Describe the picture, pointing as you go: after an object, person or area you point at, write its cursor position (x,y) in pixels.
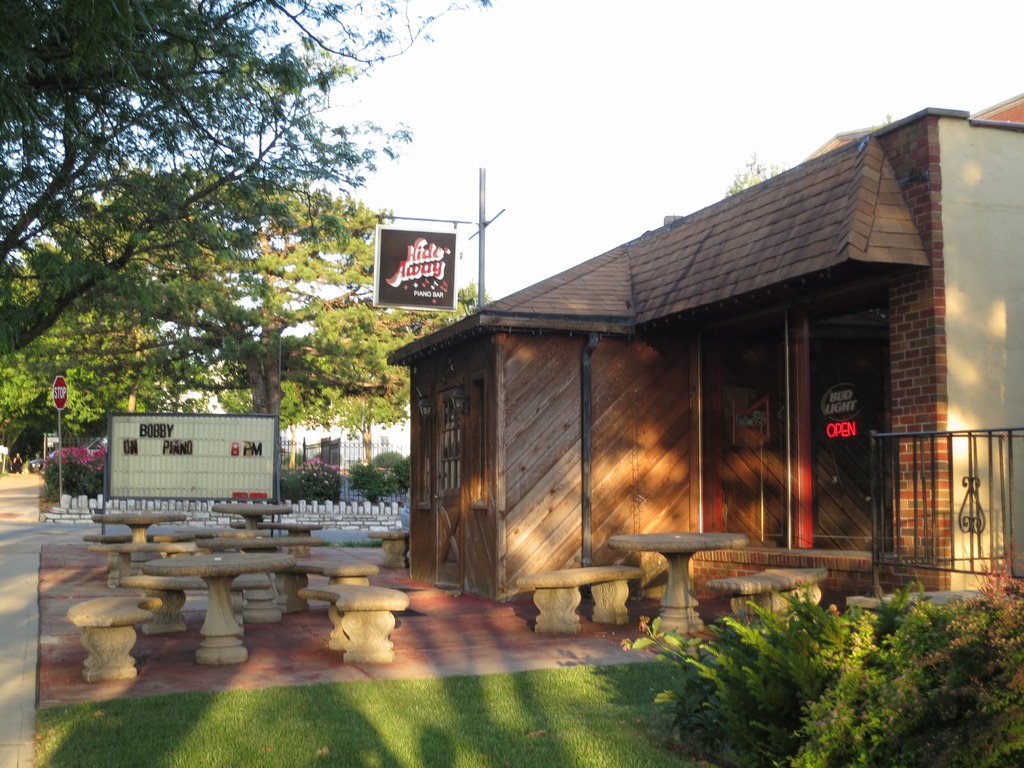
In this image we can see house (536,313), name board (438,257), benches (112,623), grass (547,756), plants (827,681), road (5,572), board (109,464), signboard (63,397), trees (188,284) and sky (611,88).
